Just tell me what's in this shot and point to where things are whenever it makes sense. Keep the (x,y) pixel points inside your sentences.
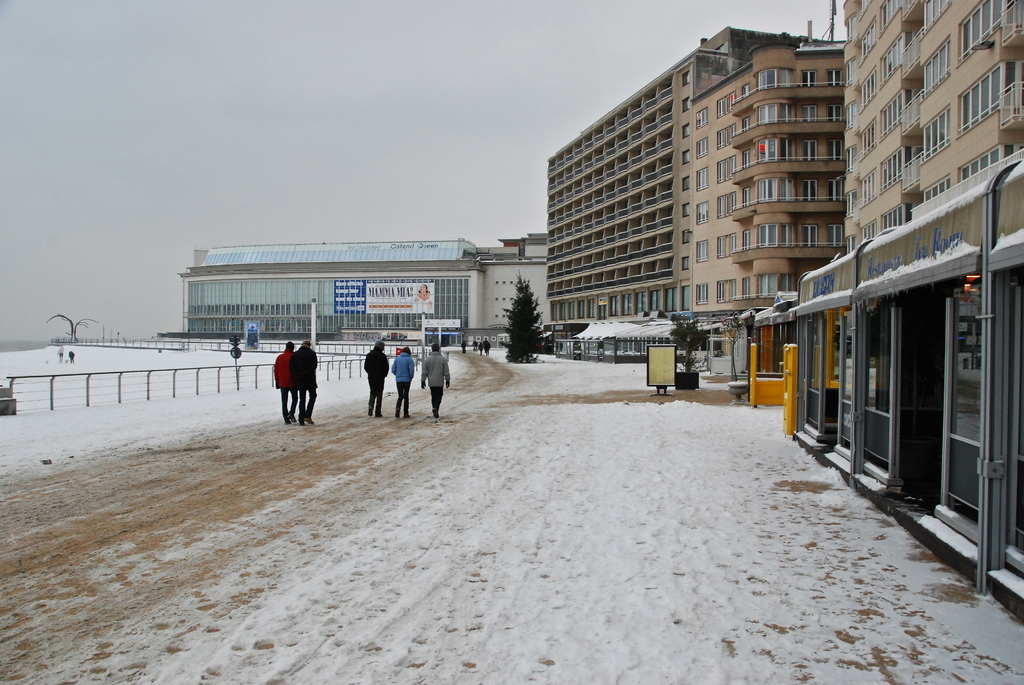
People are walking. There is fencing (245,372) and snow (58,398). There are building (999,290).
